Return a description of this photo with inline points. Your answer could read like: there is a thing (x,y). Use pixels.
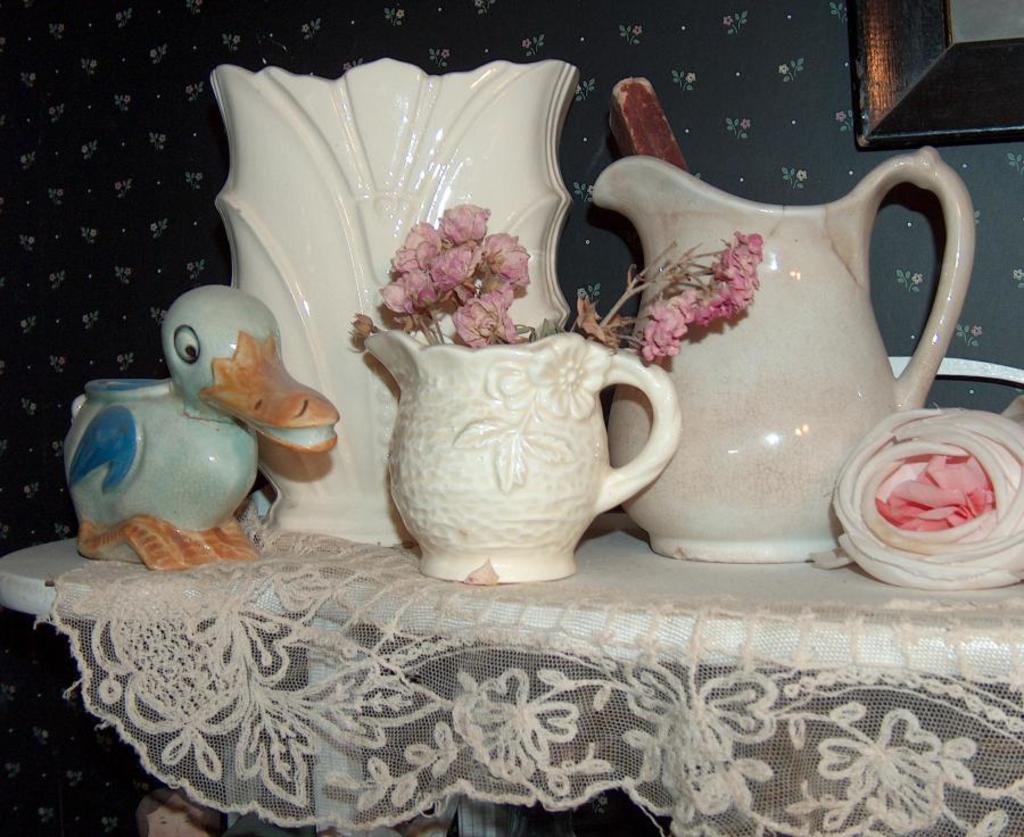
In the image we can see ceramic pots (662,204) and ceramic toy (203,380). In one ceramic pot (540,352) we can see the flowers (504,337). Here we can see the net cloth (488,694), white in color and the wall (778,61).
